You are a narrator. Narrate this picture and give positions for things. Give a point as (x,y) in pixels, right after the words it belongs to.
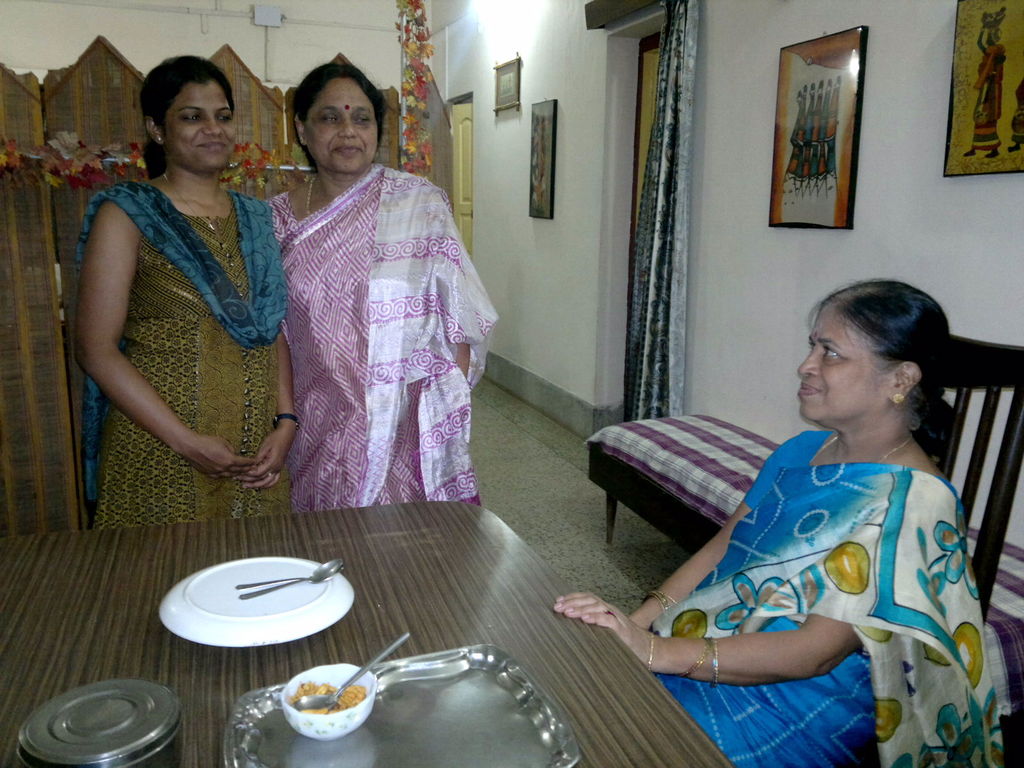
In this image in the center (386,335) there are two persons (266,362) standing, and on the right side (800,588) there is a woman (815,507) sitting on chair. At the bottom (562,620) there is table (594,707), on the table (217,729) there are some plates (304,616) tray (514,705). In the tray (284,735) there is bowl (337,725) and in the bowl (350,730) there is some food (330,693) and spoon (333,693) and there is one box (127,697). On the right side (684,474) there is a bed (670,477) and some photo frames (787,166) on the wall (716,166), and there is a door (471,141) and curtain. In the background (436,141) there are some wooden boards (438,109) and some flowers (10,145) and a wall (213,33) and some pipes (265,32), at the bottom (584,514) there is floor (567,474).
